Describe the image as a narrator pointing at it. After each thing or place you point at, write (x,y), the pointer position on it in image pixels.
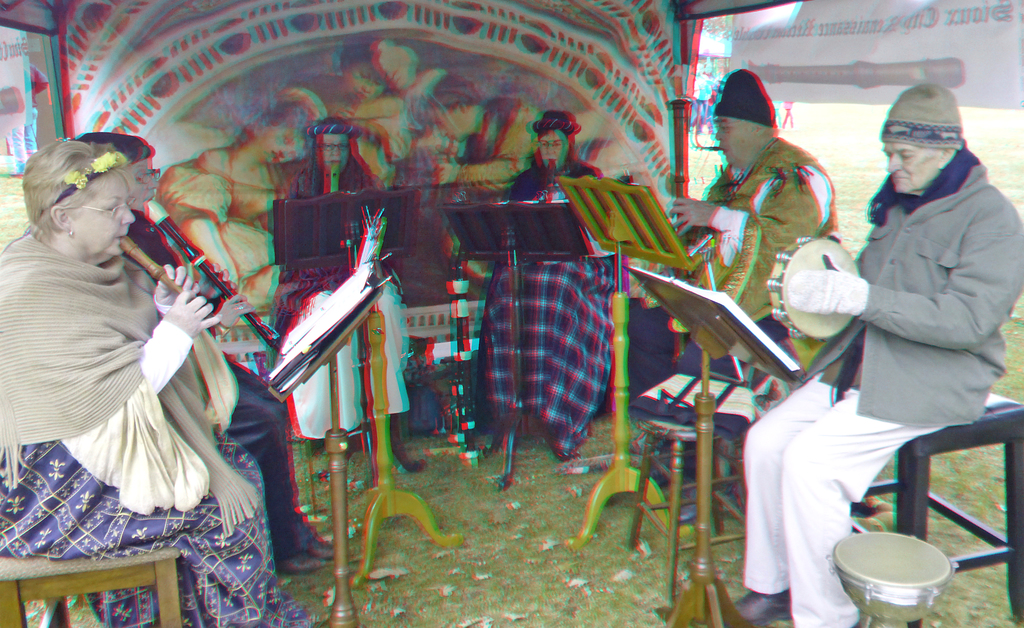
In this image I can see number of people (558,164) are sitting and holding musical instruments (681,141). I can also see most of them are wearing caps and here I can see few stands (579,252) and a musical instrument (886,571).
